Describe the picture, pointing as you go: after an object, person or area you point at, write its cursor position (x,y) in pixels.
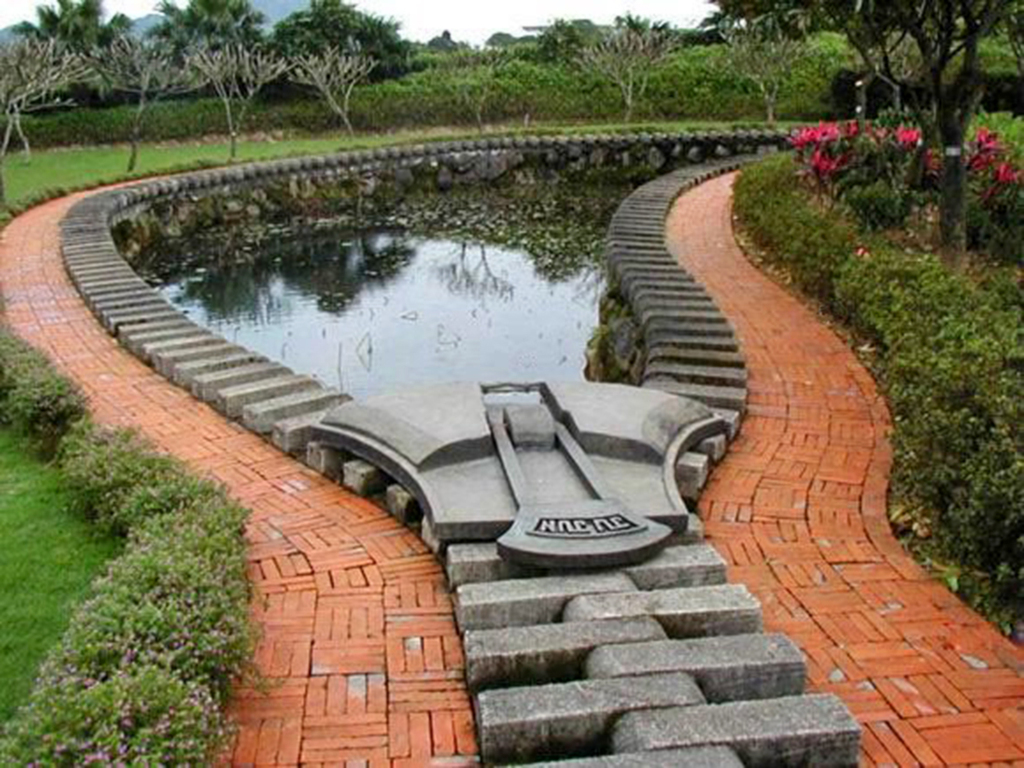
In this image we can see some plants (139,610), bricks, grass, flowers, trees (343,36), mountains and water (446,322), also we can see the sky (510,11).
